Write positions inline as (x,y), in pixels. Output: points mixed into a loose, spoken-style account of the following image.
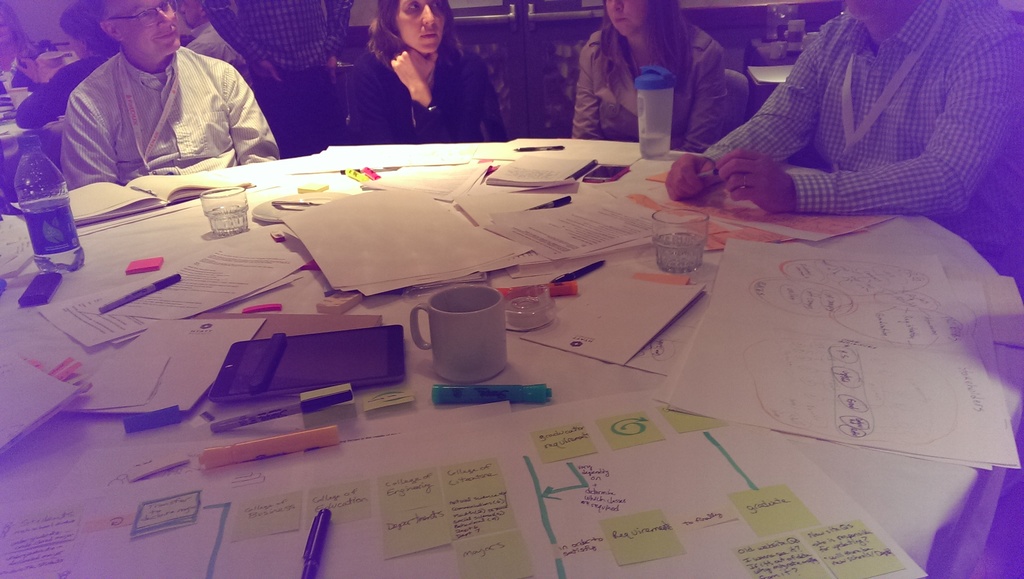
in the picture there are people (826,192) sitting around the table (418,232), on the table (423,256) there are many items (645,346) such as papers (673,344) glasses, pens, mobile phones (604,176), bottles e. t. c.
